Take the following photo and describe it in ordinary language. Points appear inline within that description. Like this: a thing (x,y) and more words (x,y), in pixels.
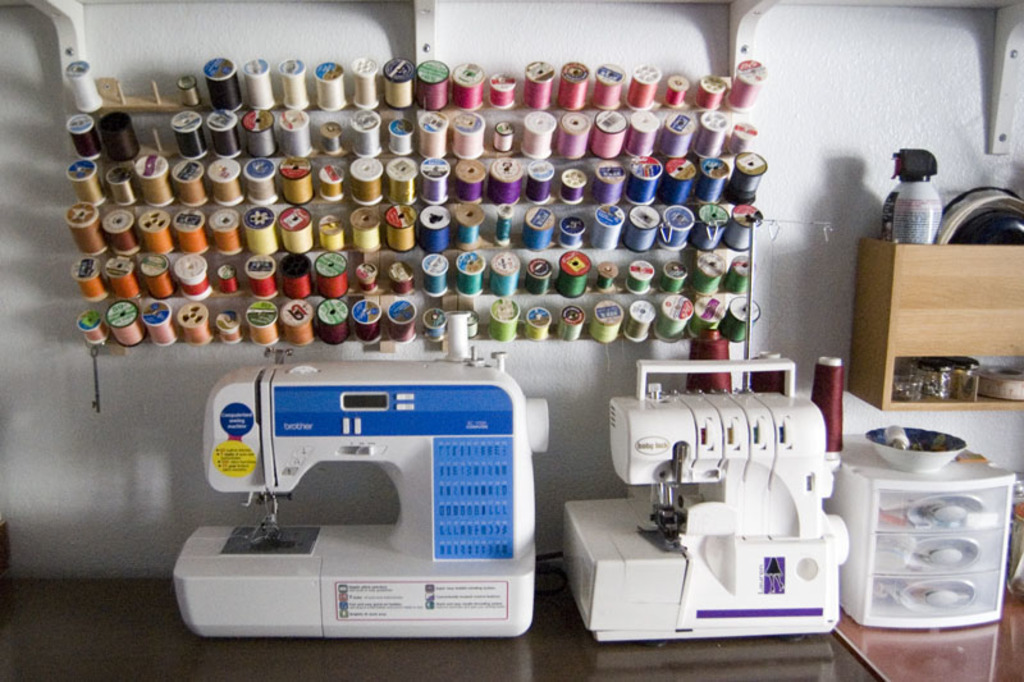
In this image, we can see sewing machines (595,534) are placed on the surface (572,655). Top of the image (394,80), we can see a colorful thread bundles (443,226) are on the hook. Background (582,50) there is a wall (605,46). Right side of the image (864,579), we can see some objects (937,618), things (924,549), bowl (939,457). Here we can see some stands (72,39) on the wall (982,57).
